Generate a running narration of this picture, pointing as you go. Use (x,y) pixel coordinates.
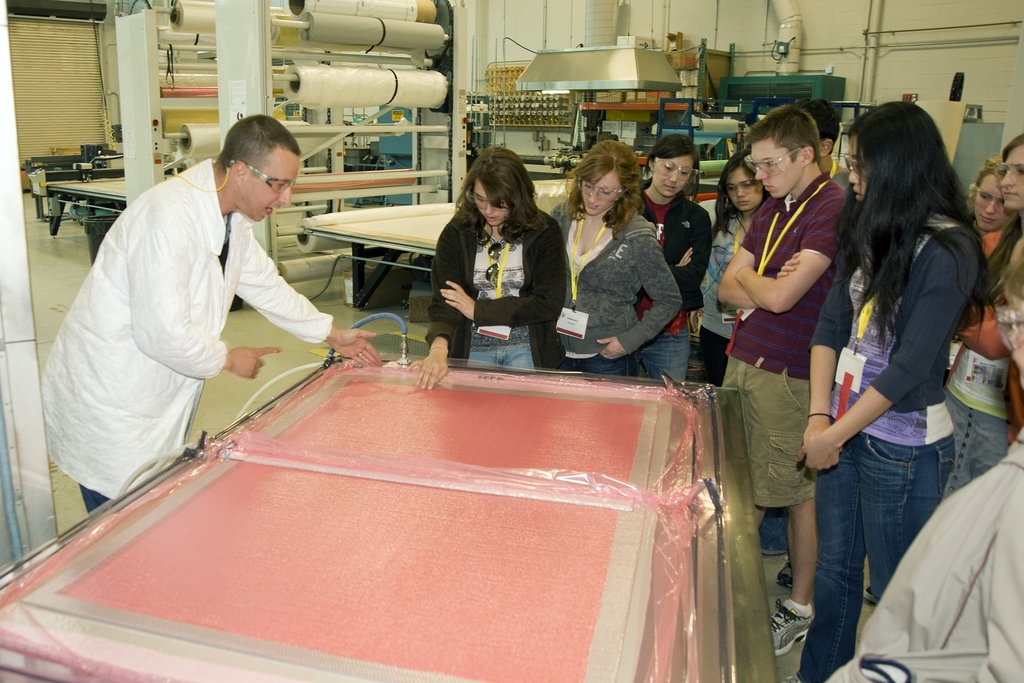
In this image there are people (954,586) standing in front of the table (443,511). Behind them there are few objects (438,28). At the bottom of the image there is a floor (51,265). In the background of the image (68,86) there is a shutter (70,91).
